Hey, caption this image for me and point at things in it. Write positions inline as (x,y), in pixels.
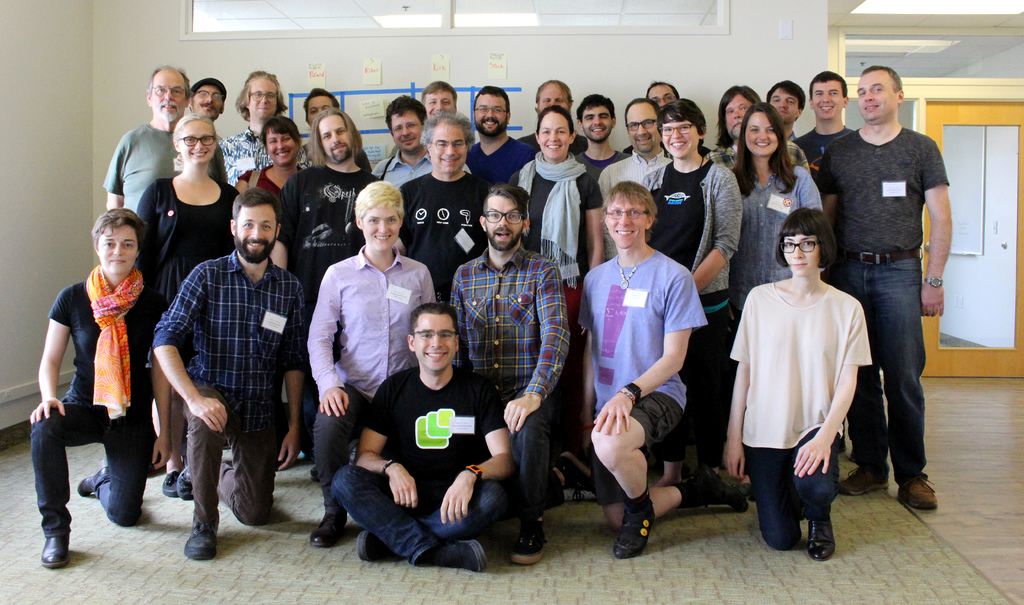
In this picture we can see a group of people (282,322) on the floor (233,551). Behind the people (371,177), there are blue tapes (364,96) attached to the wall (433,53). At the top of the image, it looks like a window (445,6). On the right side of the image (976,186), there is a door (939,248) and a white board (956,225). In the top right corner of the image (877,6), it looks like a ceiling light (946,8).
